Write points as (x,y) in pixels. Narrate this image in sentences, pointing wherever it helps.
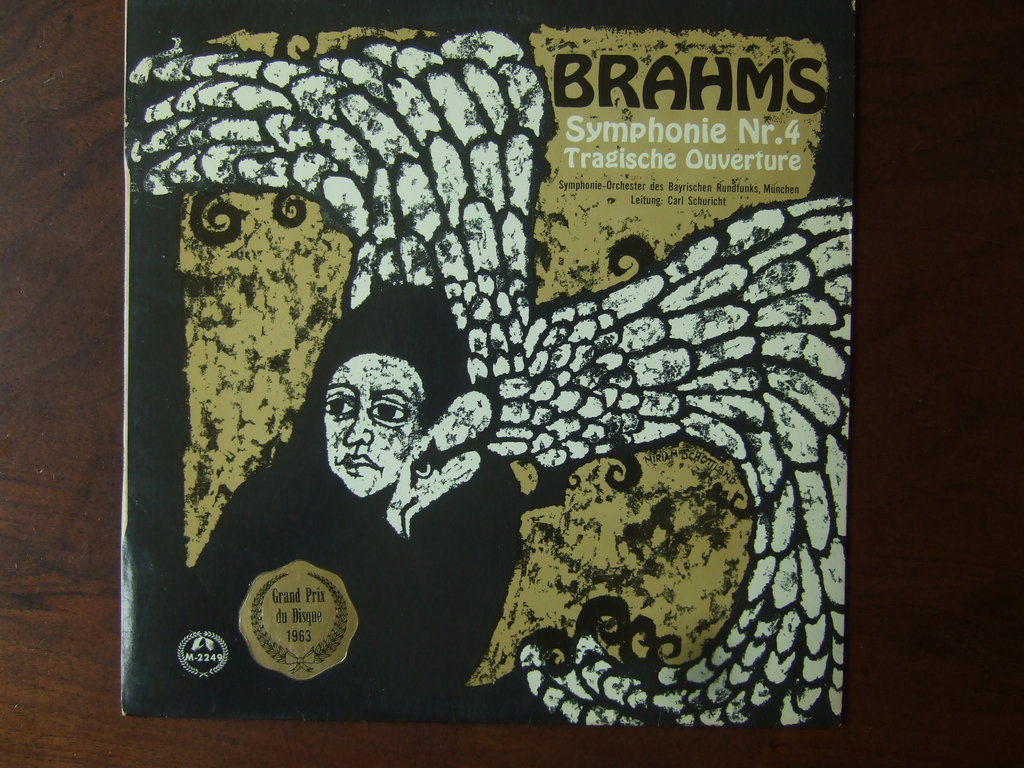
In this image we can see the cover (588,286) of a record (536,264). In this image we can see some pictures (498,304) and text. In the background of the image (110,705) there is the wooden surface (110,705).
